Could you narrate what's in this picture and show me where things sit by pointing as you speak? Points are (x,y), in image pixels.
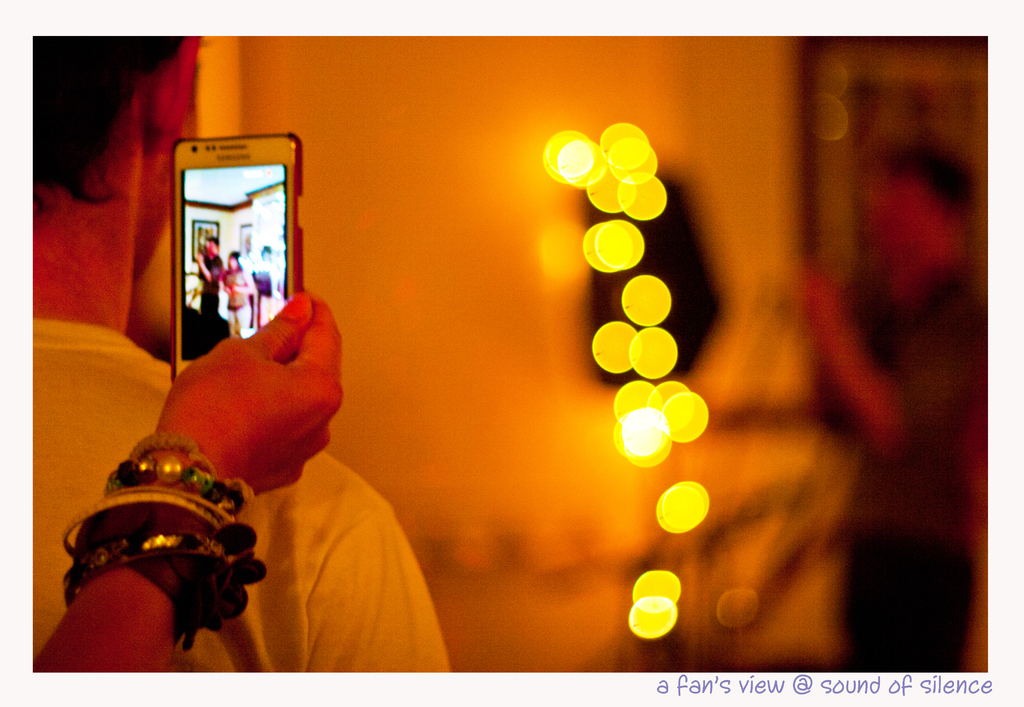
In this image there are two person's (199,369), a person (199,369) holding a mobile (238,268), and there is blur background (786,116) and a watermark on the image.
